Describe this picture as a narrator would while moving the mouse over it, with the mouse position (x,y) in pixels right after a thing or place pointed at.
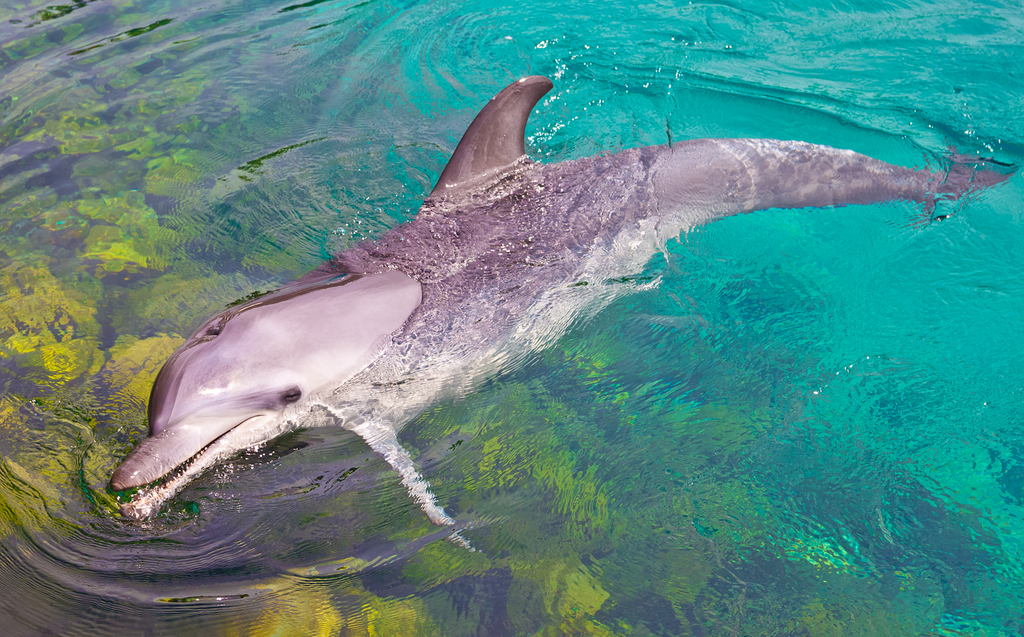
In the foreground of this image (431,355), there is a dolphin (431,355) in the water (685,385).
